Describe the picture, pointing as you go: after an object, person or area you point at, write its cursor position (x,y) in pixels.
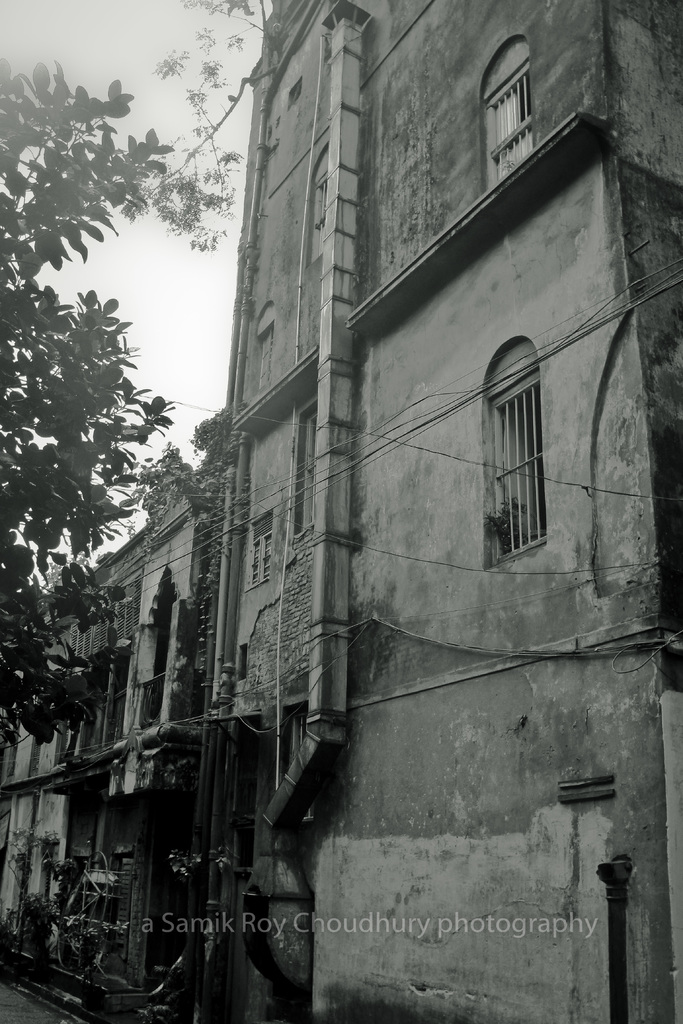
The picture is clicked outside. On the right (459,577) we can see the buildings (370,245), windows (506,466) of the buildings (472,740). On the left (39,329) we can see the tree (83,151). In the background (153,267) we can see the sky (176,323). In the foreground (163,989) we can see some objects (167,1015). At the bottom (409,925) there is a text (422,923) on the image.
